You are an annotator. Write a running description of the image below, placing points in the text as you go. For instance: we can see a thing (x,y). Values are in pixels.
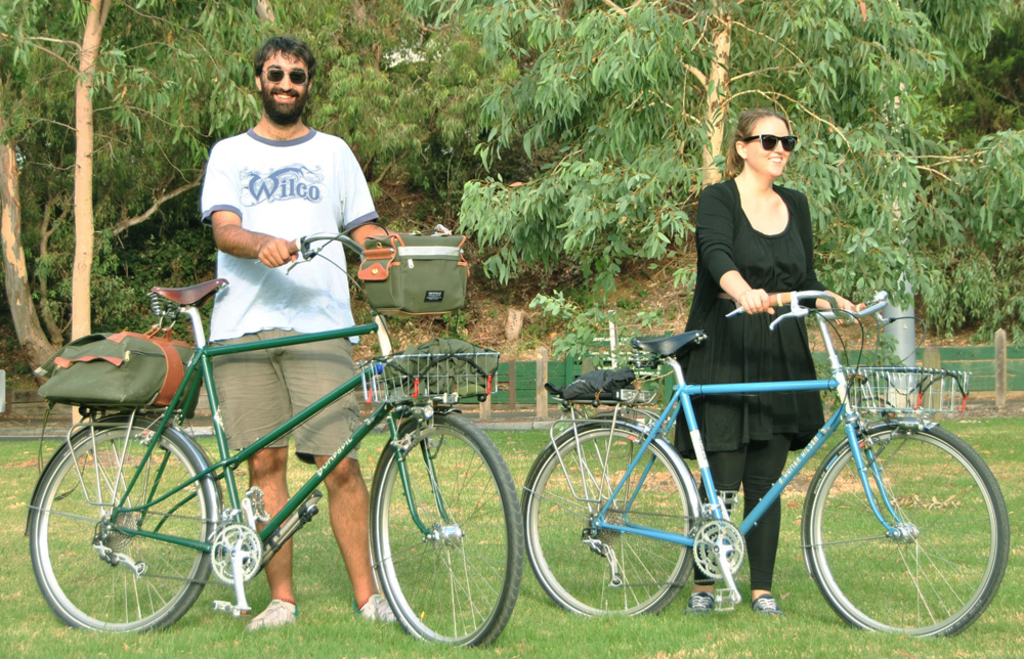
In this picture I can see a man (249,393) and a woman (758,375) are standing and holding bicycles (470,436). These people (353,486) are wearing black color shades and smiling. On the bicycle (156,438) I can see a bag (135,405). In the background (595,216) I can see trees (483,170), grass (497,442), fence (514,371), and other objects (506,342).
